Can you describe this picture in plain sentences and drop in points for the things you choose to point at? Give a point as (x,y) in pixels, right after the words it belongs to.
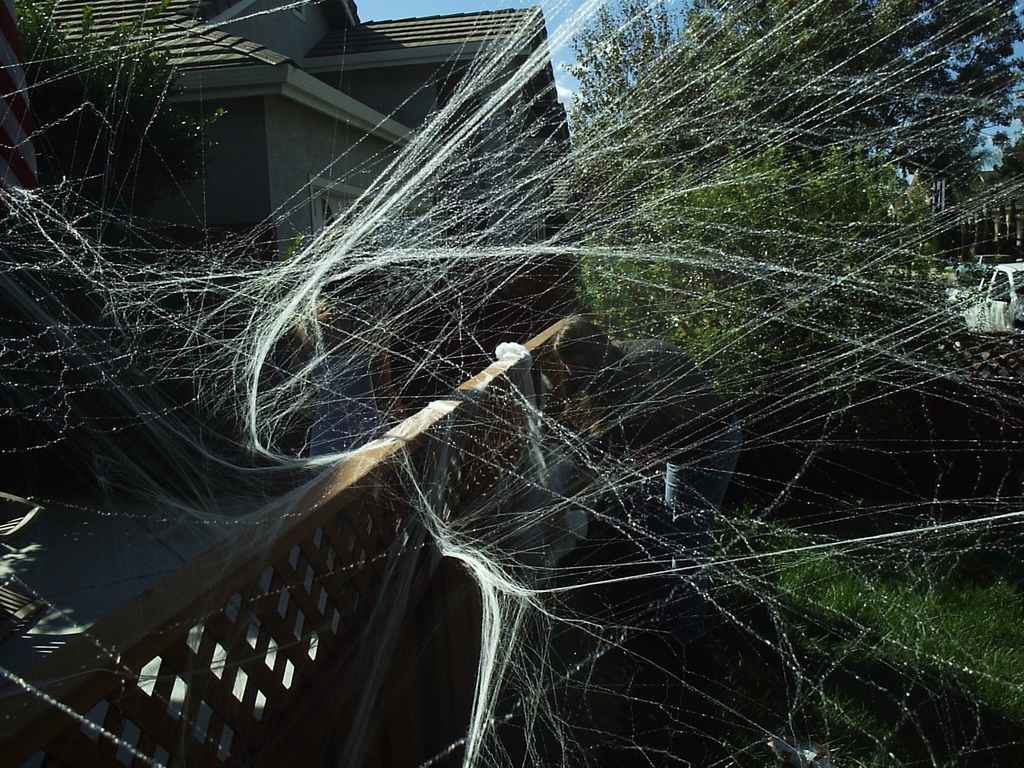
In this image there is house (219,48) on the left side (162,41). On the left side (111,618) bottom there is a wooden fence (241,576) on which there is a spider web (515,418). In the background (858,204) there are trees (838,341).
